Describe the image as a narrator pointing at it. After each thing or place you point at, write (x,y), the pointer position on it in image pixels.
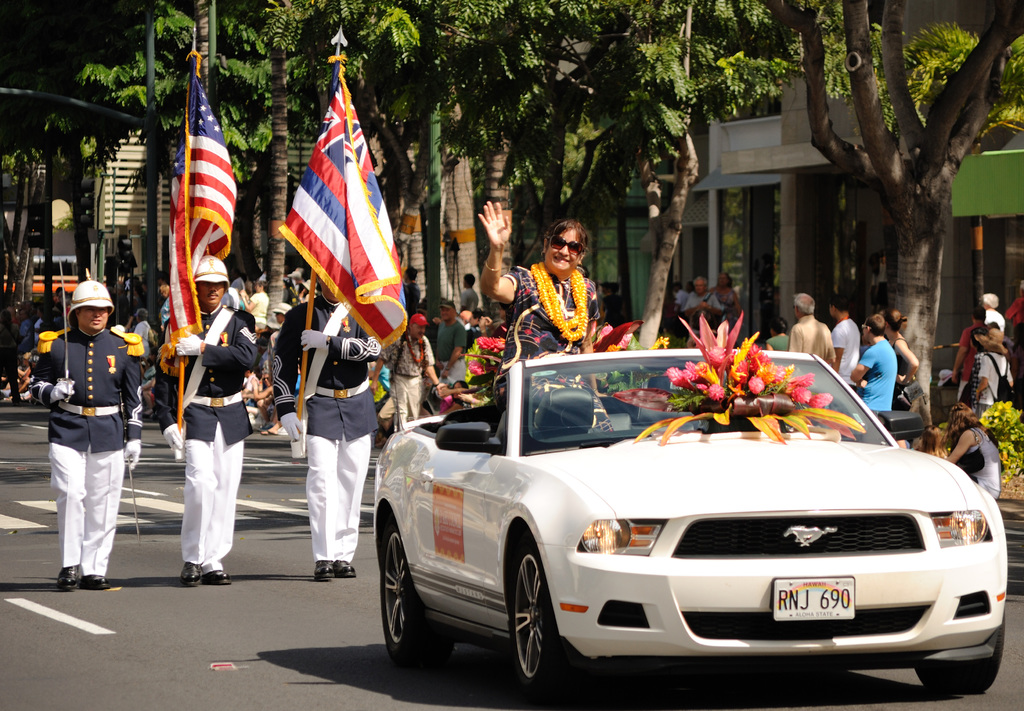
In this image I can see the vehicle (496,557) on the road (310,627). I can see the person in the vehicle (587,434). In the background (311,407) I can see three people (219,454) with uniforms (223,479). I can see two people (216,426) holding the flags (179,405). To the side of the road (158,459) I can see the group of people (435,389) with different color dresses (861,391), many trees (405,172) and the buildings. I can see the vehicle (697,462) is decorated with flowers (671,395).
